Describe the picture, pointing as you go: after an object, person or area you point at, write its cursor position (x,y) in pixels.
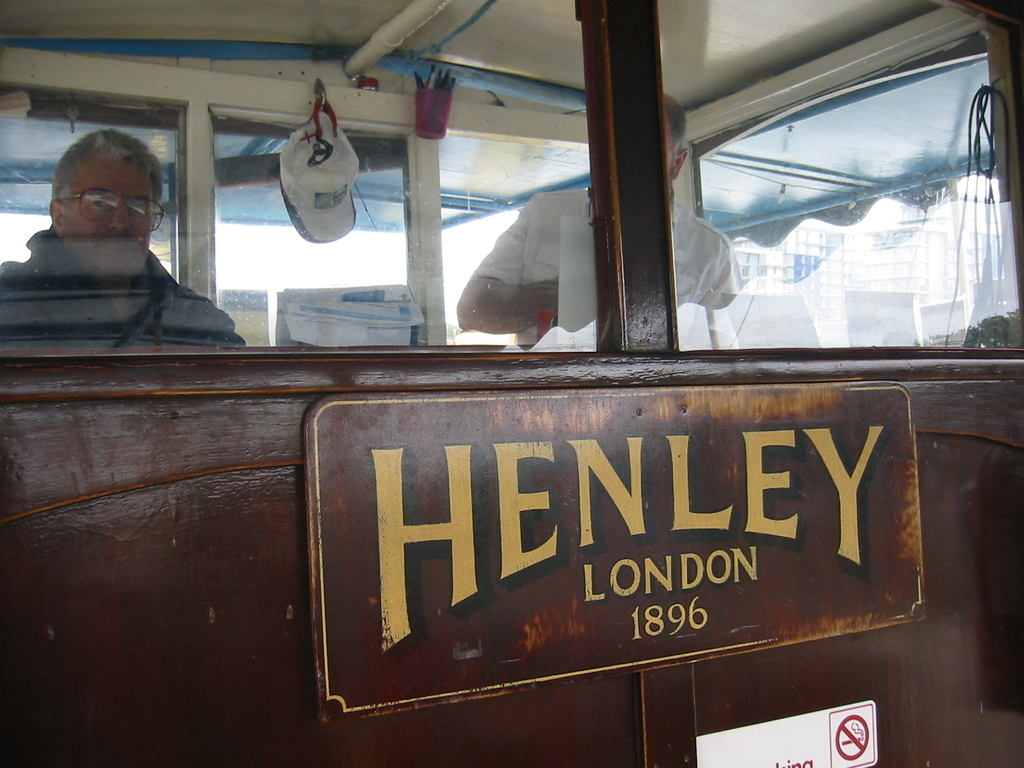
There is a wooden wall (189,574) with glass windows (578,187). There is a board (615,550) with name (683,523) and number (658,631). Also there is a sign board (805,743). Through the glass (454,253) we can see two person (508,263). Person (124,249) on the left (116,276) is wearing specs (98,215). In the back (313,181) there is a cap (309,157) hanged. Also there is a box (431,107) with some items (445,81). Also there are glass windows (837,161) in the background (797,192).
